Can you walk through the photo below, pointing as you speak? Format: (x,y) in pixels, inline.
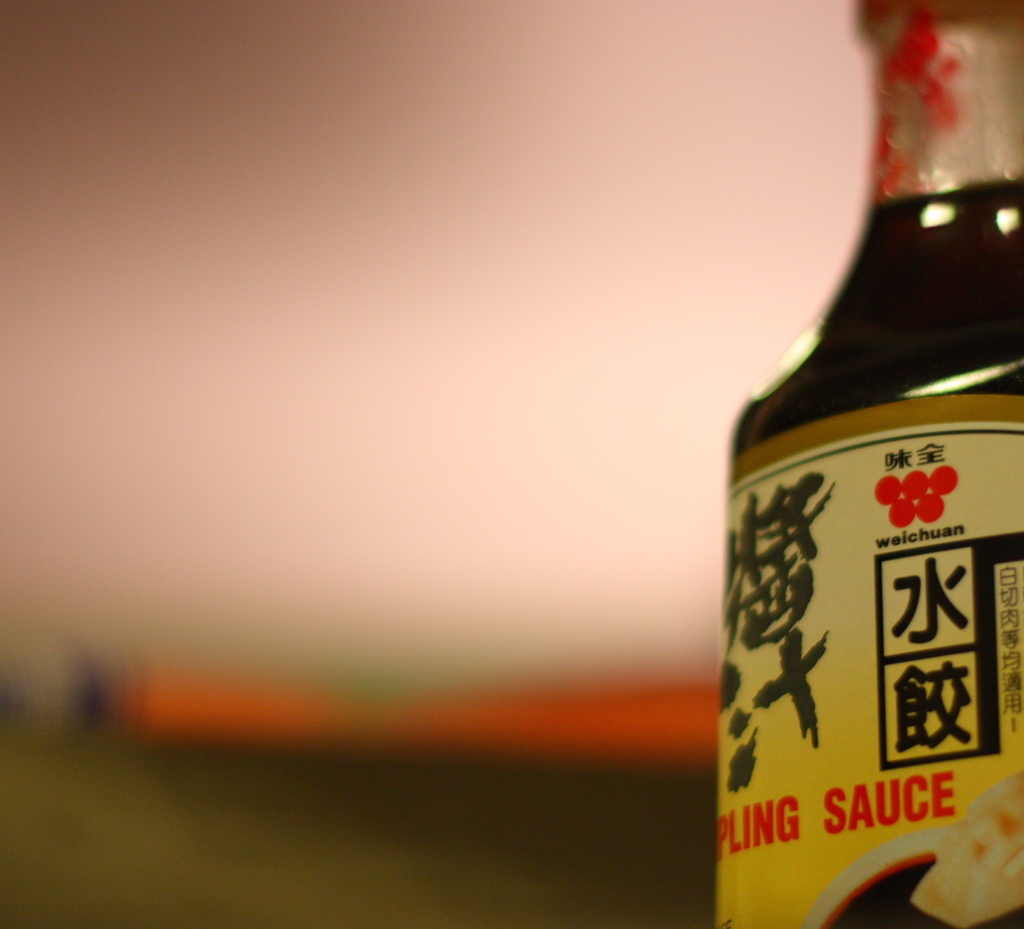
In this image right side (978,43), a sauce bottle (1022,619) is visible which is kept on the table (445,820). In the background (773,47), the wall (792,91) is visible which is light pink in color. This image is taken inside the room (573,509).
